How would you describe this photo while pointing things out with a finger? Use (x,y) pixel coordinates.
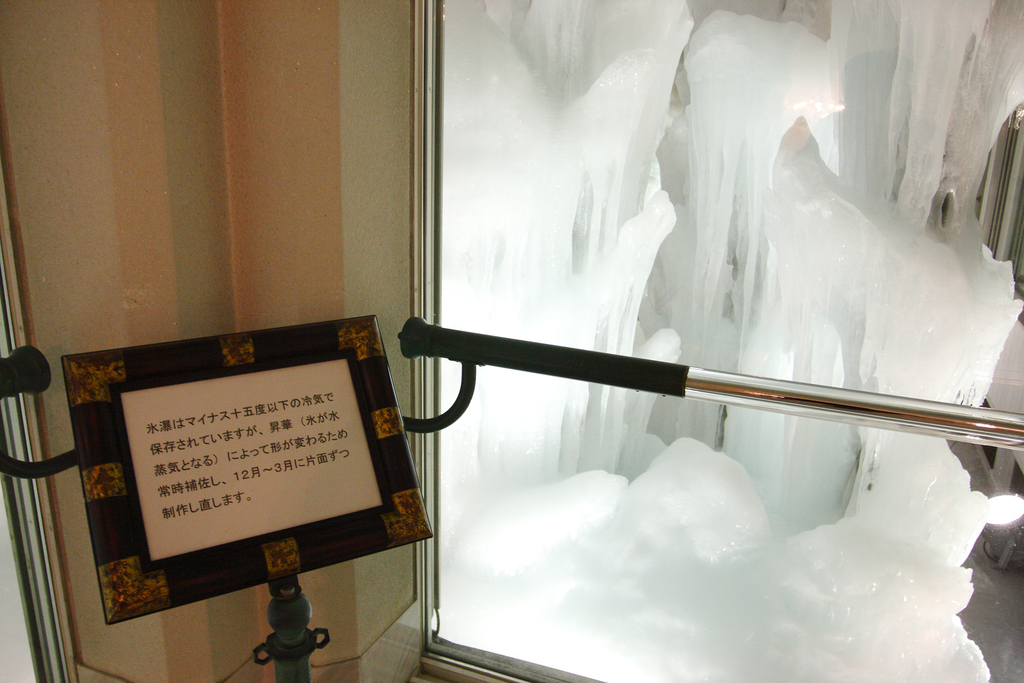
On the right side of this image (858,332) I can see a metal stand (471,342) and ice (642,279). On the left side (154,454) there is a board (133,450) on which I can see some text (225,480). In the background (261,193) there is a wall (207,193).
